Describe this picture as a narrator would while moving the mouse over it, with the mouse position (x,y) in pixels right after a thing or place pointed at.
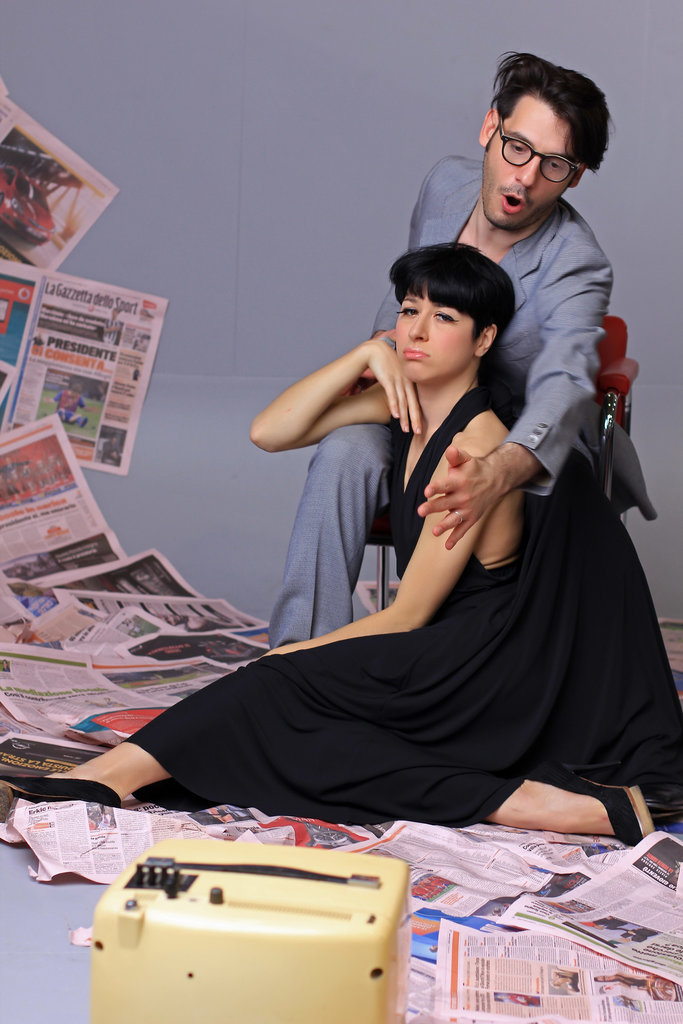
In this picture there is a woman (469,366) with black dress (391,739) is sitting and there is a man (575,272) with grey suit (581,325) is sitting on the chair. At the bottom (606,890) there are papers (643,962) and there is a device (343,964). At the back (6,245) there are papers (145,388) on the wall (215,466).
